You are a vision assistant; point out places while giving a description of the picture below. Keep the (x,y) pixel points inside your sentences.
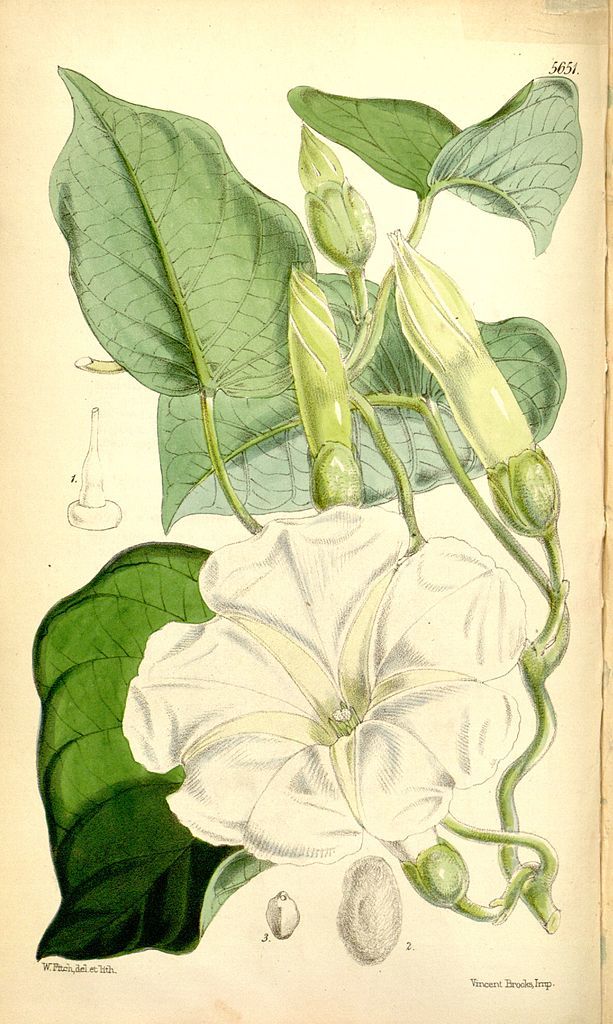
In this image we can see an art (448,841) of a flower (421,697) and leaves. Here we can see the watermarks (54,966).
